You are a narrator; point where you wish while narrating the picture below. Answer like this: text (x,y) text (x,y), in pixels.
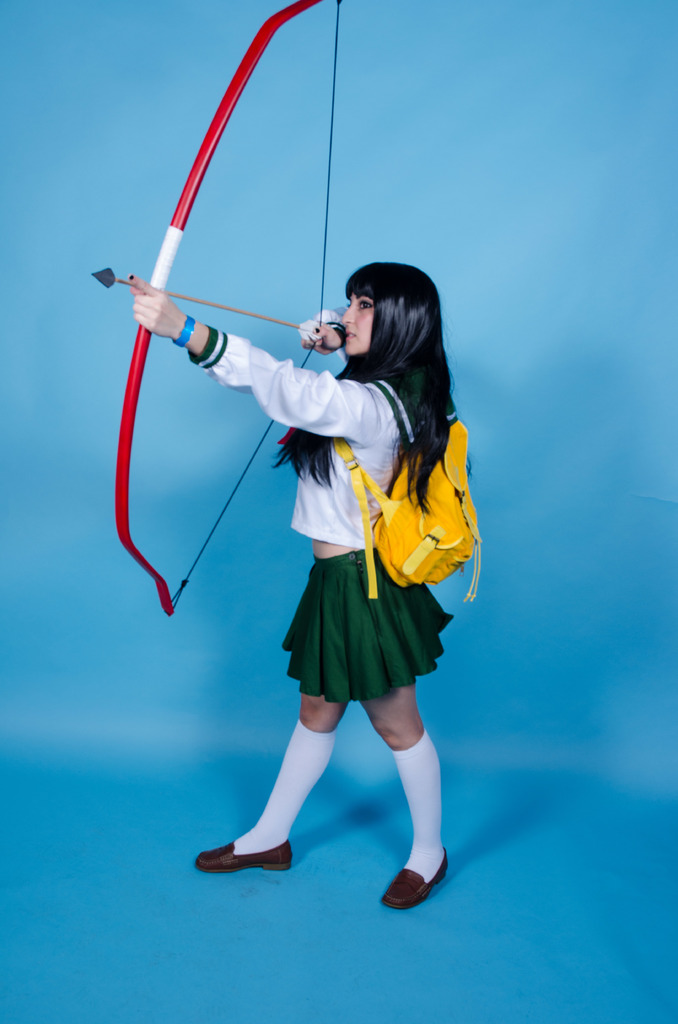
In this picture there is a woman (361,430) wearing a bag (408,500) and holding bow (156,282) and arrow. The picture has blue surface (111,797) and background (105,614).
